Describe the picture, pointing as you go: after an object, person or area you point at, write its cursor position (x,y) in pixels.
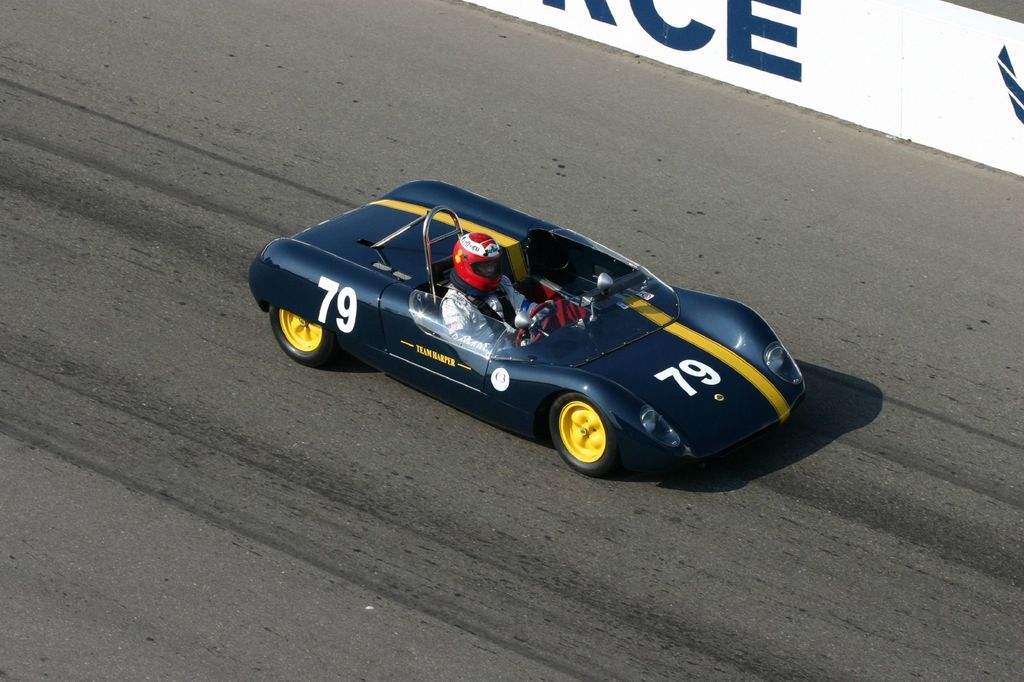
In this image I can see the vehicle (453,351) on the road (448,565) and there is a person (502,309) sitting in the vehicle (515,315). In the background (797,1) I can see the board (839,63).
